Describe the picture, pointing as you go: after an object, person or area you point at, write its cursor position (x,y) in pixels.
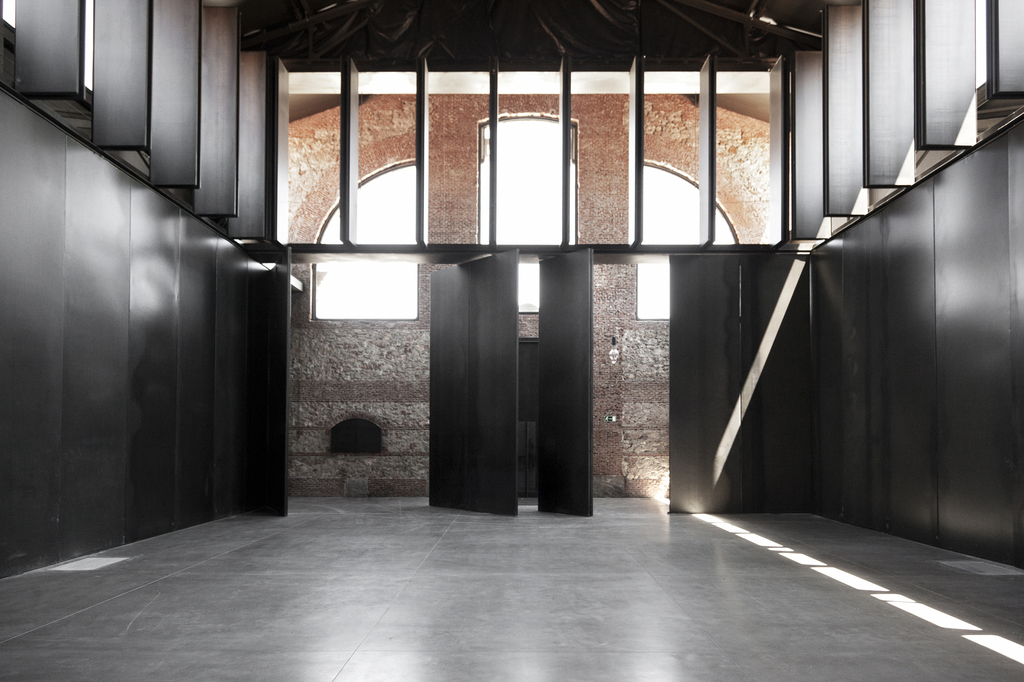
In this picture I can see the wall (102,454) on the left side (160,375) and right side (1016,523). I can see the doors (498,387). I can see the brick wall (426,267) in the background (421,426). I can see glass windows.
